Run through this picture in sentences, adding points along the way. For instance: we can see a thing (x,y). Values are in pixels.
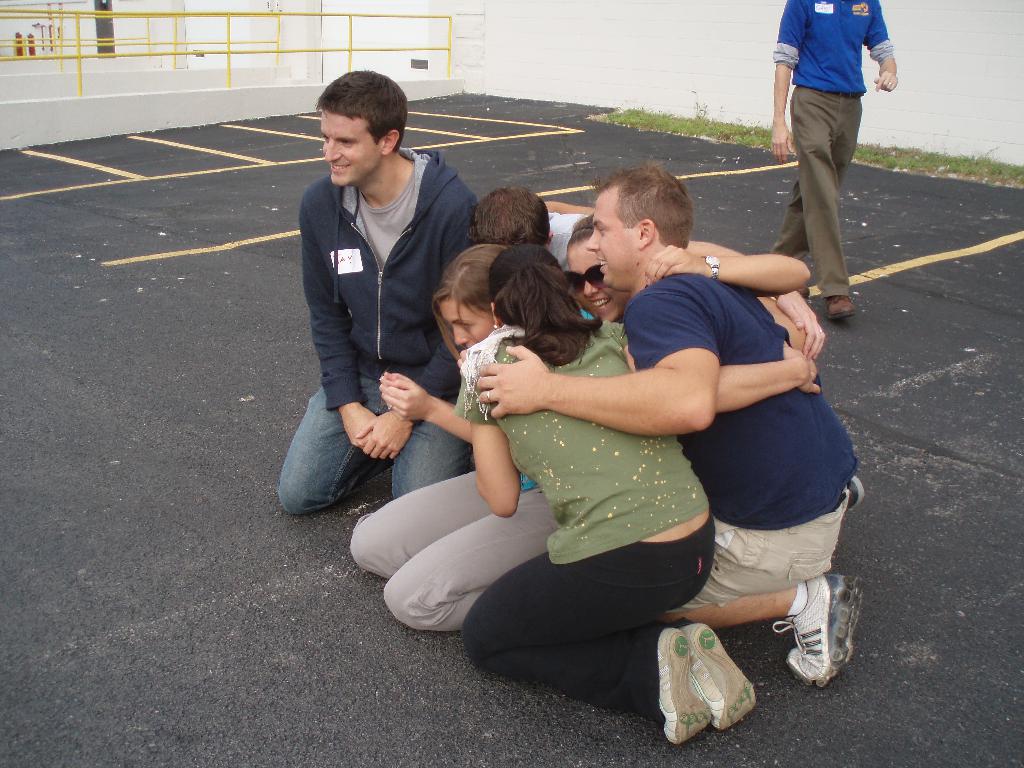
In this image group of people (524,424) was sitting on the road (264,252). Behind them there is a person (804,115) walking. At the left side of the image (175,24) metal fencing (264,50) was done.
